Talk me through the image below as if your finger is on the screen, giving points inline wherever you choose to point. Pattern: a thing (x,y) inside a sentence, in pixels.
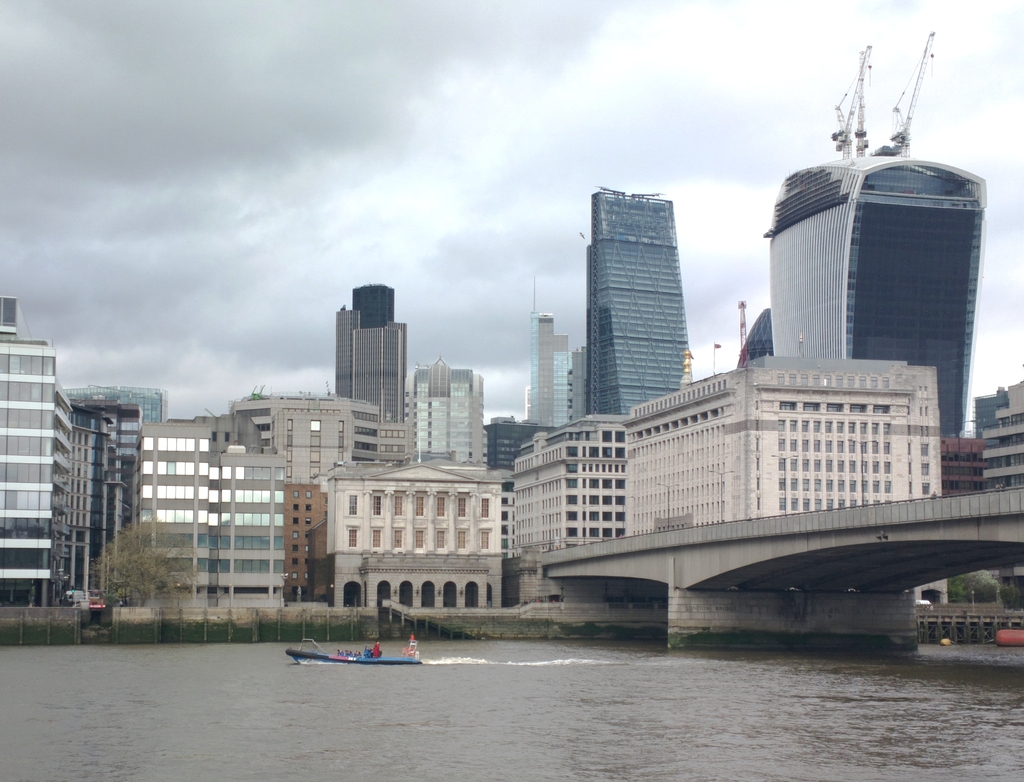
Sky (320,124) is cloudy. Here we can see buildings (578,500) and windows (796,464). Above this water (692,661) there is a bridge (576,584) and boat (345,649). In-front of this building (161,464) there is a tree (138,558).
